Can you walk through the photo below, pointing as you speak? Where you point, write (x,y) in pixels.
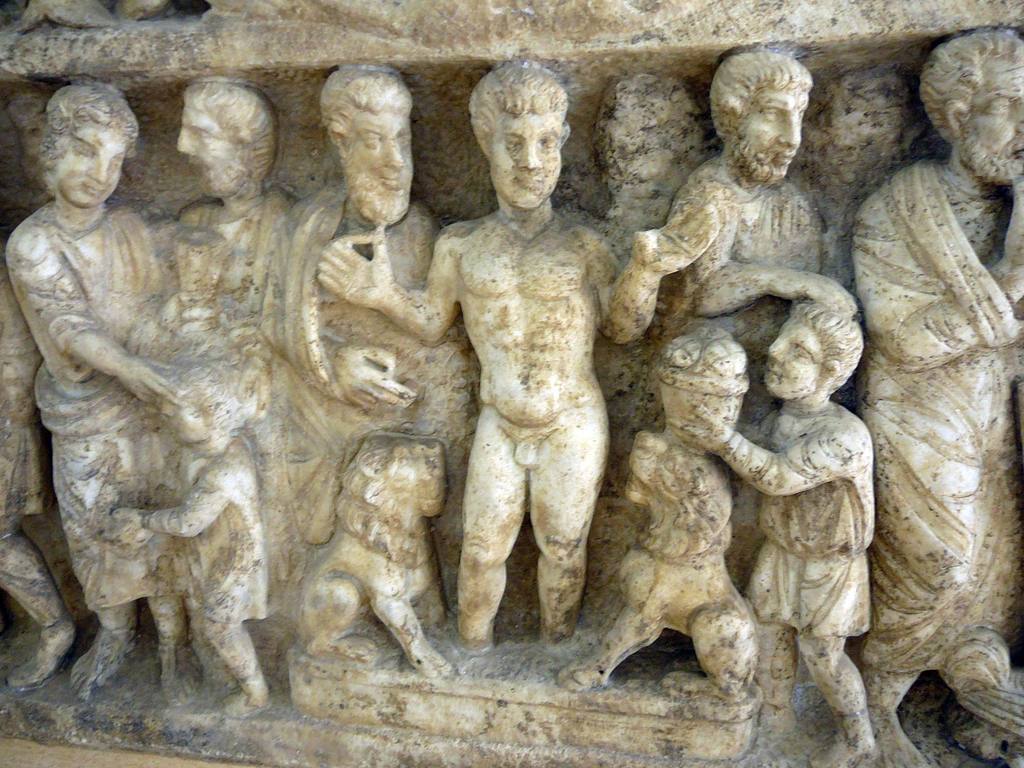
In this image we can see some sculptures (383,275) on the wall (756,17).
